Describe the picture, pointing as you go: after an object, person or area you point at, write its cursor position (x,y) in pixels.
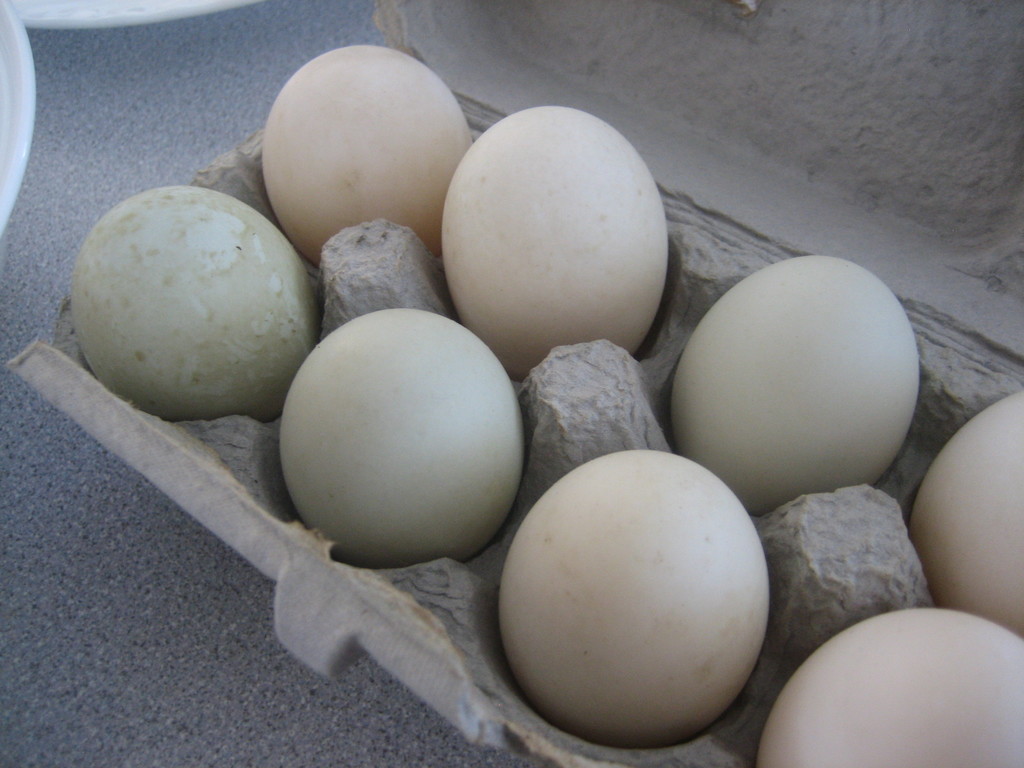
In this image I can see few eggs (346,459) which are placed in a tray (304,550). On the left top of the image (46,16) there are some bowls (135,7).
